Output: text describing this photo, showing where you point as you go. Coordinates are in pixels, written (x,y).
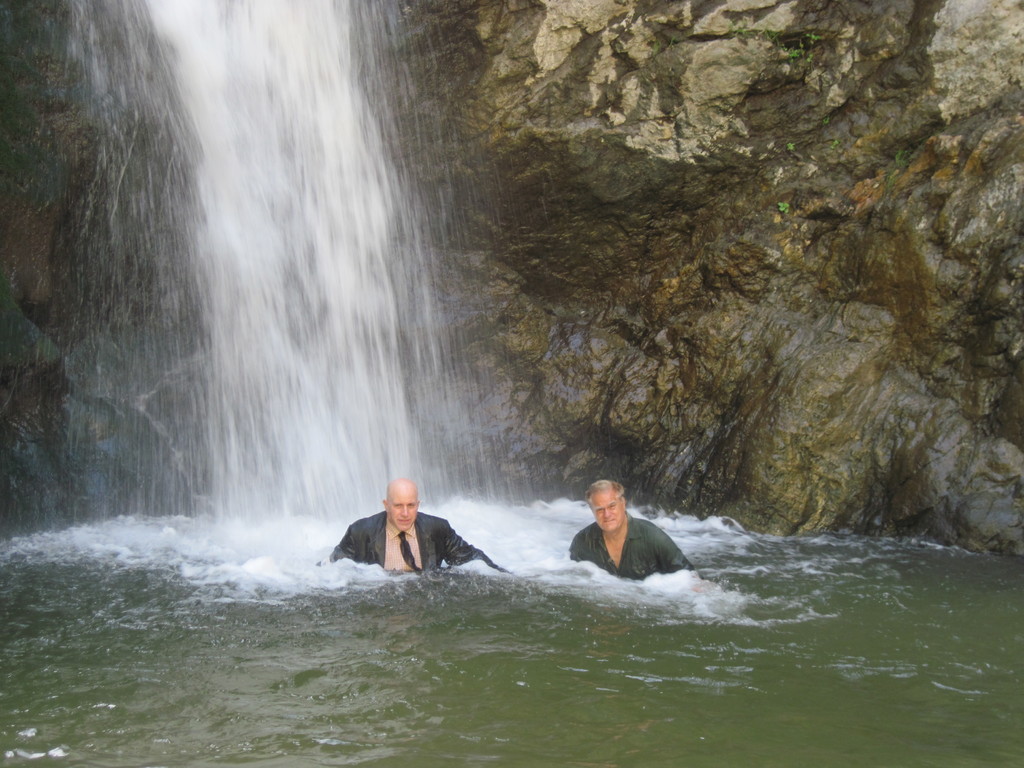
In this image we can see waterfalls (287,6) and there are two persons (352,541) in the water (761,698). In the background (898,54) we can see rock (453,299).
